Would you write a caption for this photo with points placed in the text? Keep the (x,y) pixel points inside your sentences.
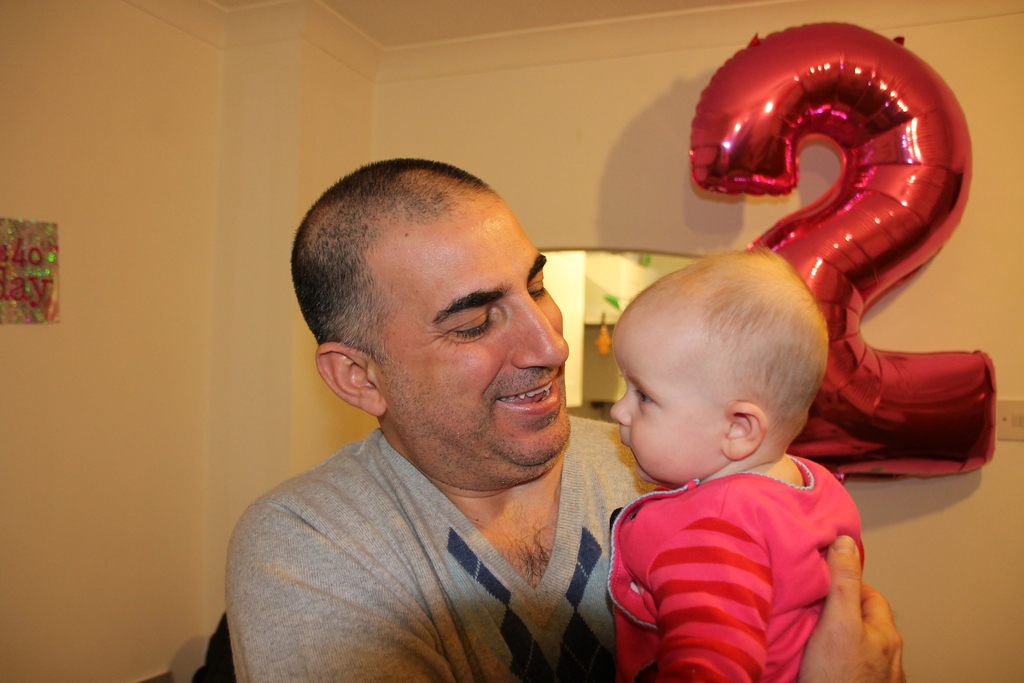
In this image, I can see the man (486,654) standing and smiling. He is carrying a baby (711,586). On the right side of the image (853,409), It looks like a helium balloon (880,143). On the left side of the image (44,238), I can see a poster (48,309), which is attached to the wall (147,245).
